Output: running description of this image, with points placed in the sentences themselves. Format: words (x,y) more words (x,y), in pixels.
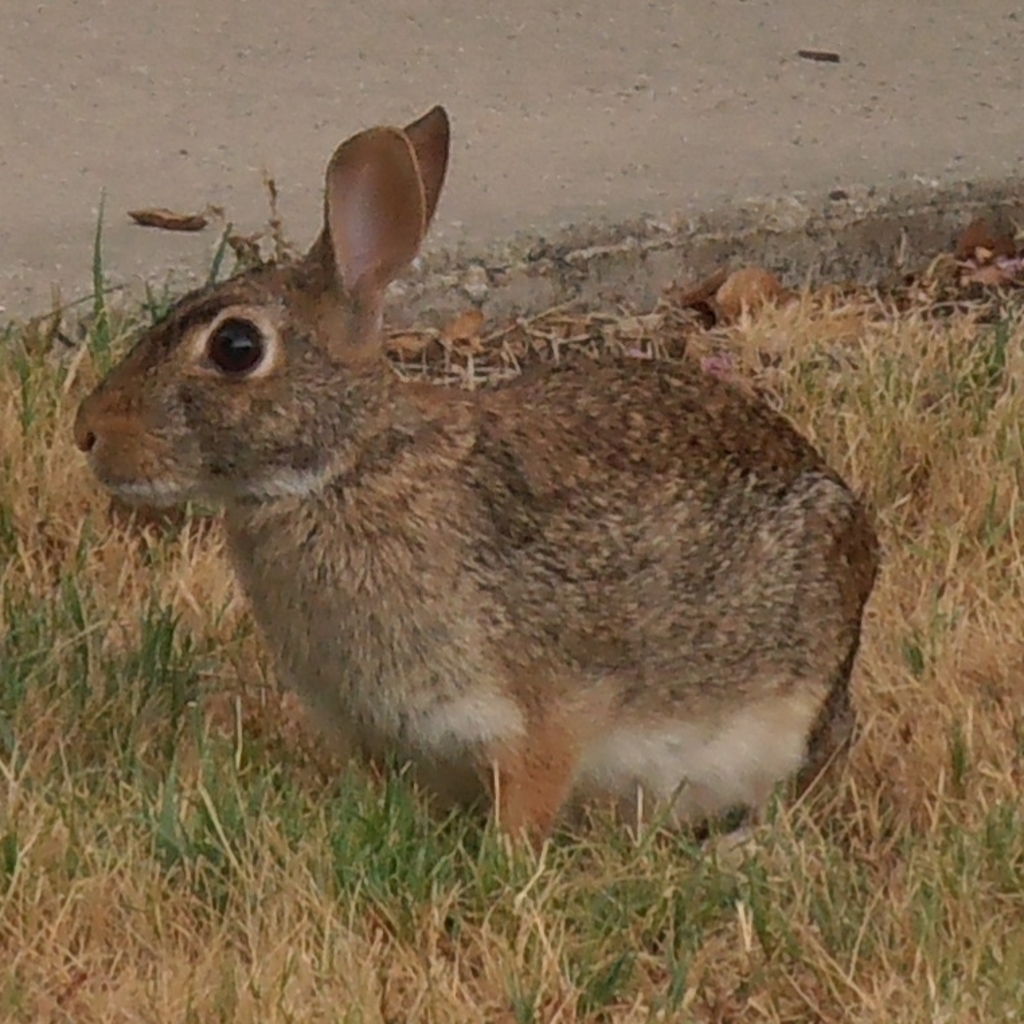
In this image I can see an animal (498,650) on the ground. There is some grass (919,942) on the ground (147,586).
